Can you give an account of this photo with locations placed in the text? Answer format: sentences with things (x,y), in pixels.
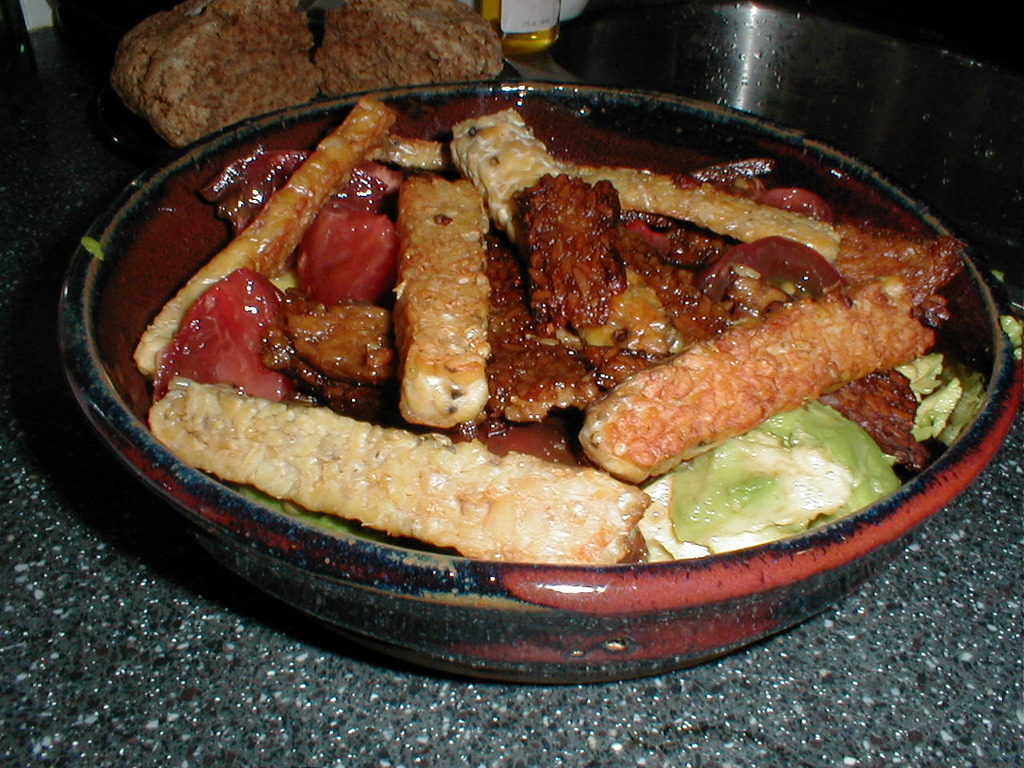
In this image I can see food (379,516) which is in brown, red and green color in the bowl (374,587) and the bowl (541,575) is in black and brown color.
